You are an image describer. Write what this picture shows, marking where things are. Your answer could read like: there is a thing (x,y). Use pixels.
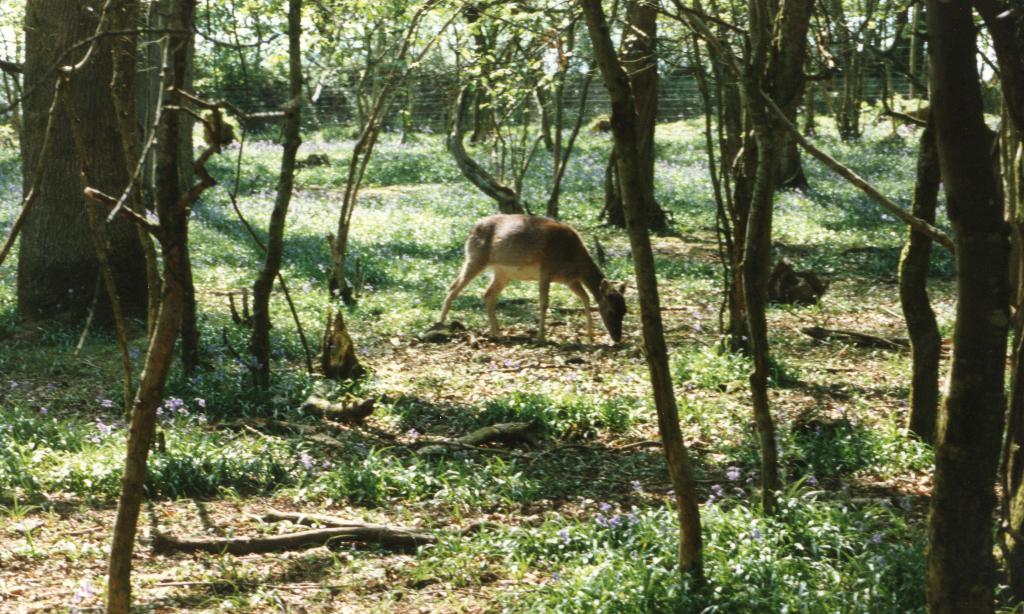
In this image we can see a deer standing on the grass (452,177) between trees (743,218).
